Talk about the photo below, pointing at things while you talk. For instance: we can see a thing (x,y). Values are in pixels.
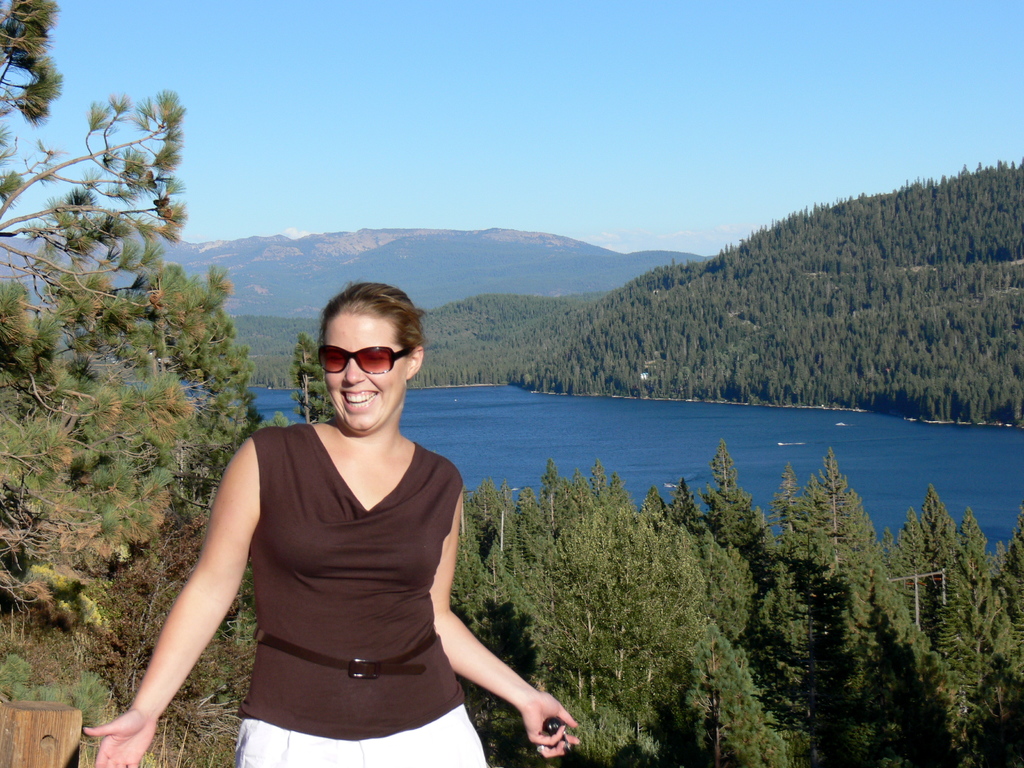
In the image there is a woman (321,662) in the foreground (383,713), she is laughing and behind the woman (404,638) there are trees (465,517), water surface (804,420) and mountains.
